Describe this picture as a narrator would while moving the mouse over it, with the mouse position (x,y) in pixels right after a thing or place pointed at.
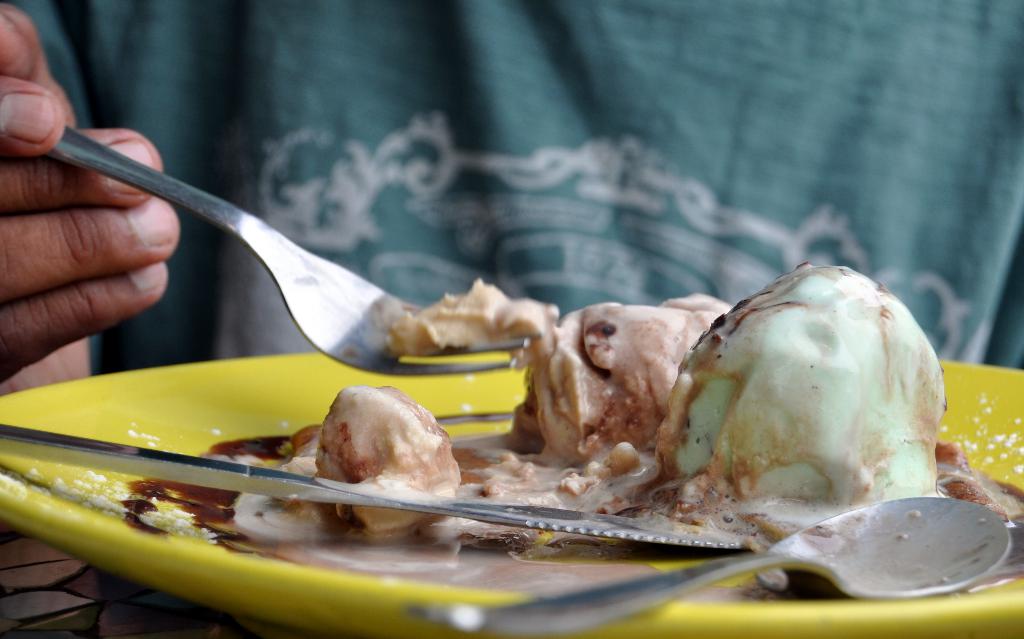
In this picture I can see a yellow color plate (220,429) on which I can see ice creams (351,410) and a spoon (916,552) and a knife (378,506). In the background (71,279) I can see a person (869,102) who is holding a fork (274,250) and I see some cream (394,327) on it.
